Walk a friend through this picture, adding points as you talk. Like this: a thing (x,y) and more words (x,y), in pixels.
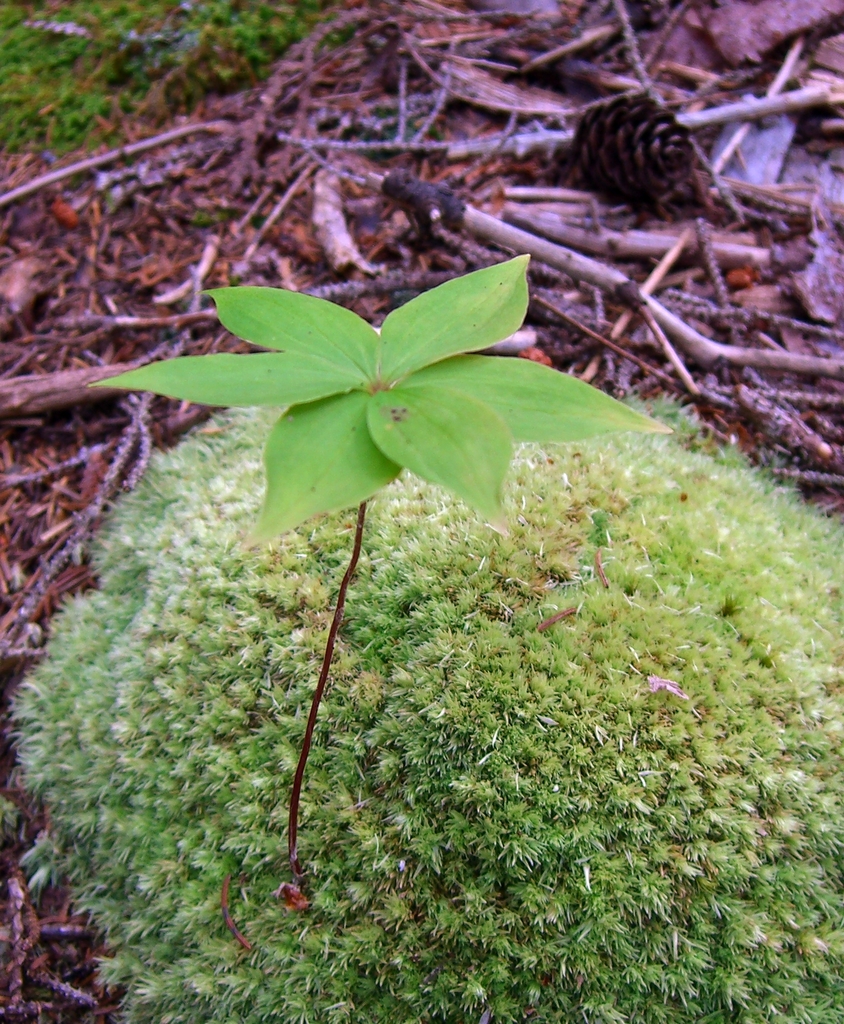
In this image I can see a plant (337,356) which is green in color and around it I can see few wooden logs (526,220) and few leaves (29,294) which are brown in color on the ground (324,243).
